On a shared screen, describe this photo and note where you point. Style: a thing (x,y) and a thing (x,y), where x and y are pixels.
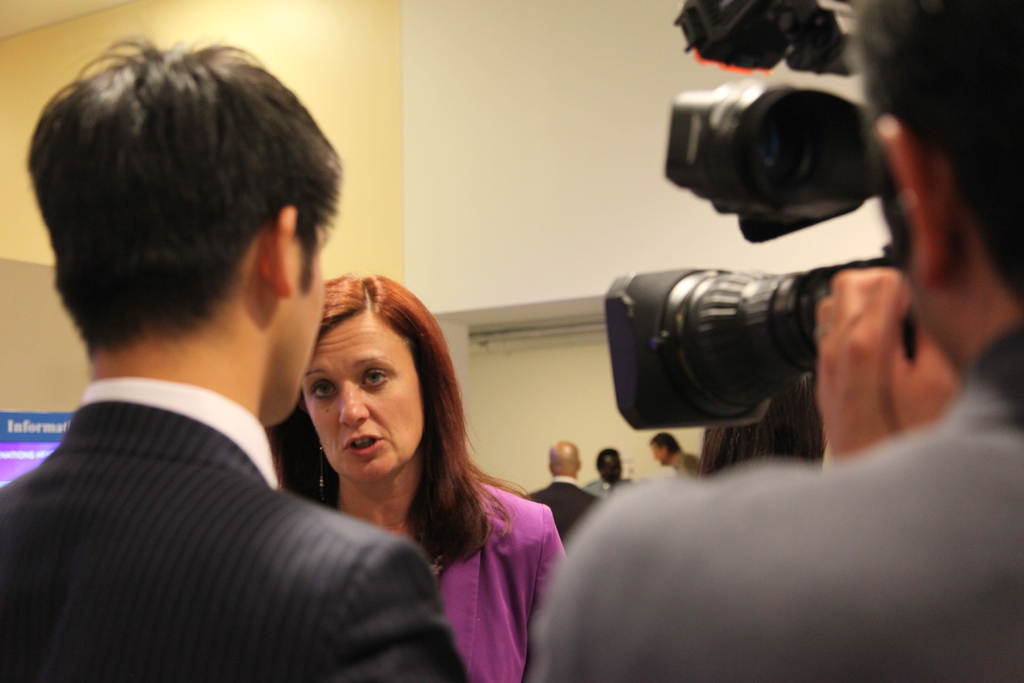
Here in the middle (364,361) we can see a woman (333,304) talking something and in front of her we can see a couple of people (738,557) Standing and the person (863,482) on the right side (915,453) is recording everything with video camera (854,128) in his hand (847,331) and behind them we can see people (588,486) standing.
